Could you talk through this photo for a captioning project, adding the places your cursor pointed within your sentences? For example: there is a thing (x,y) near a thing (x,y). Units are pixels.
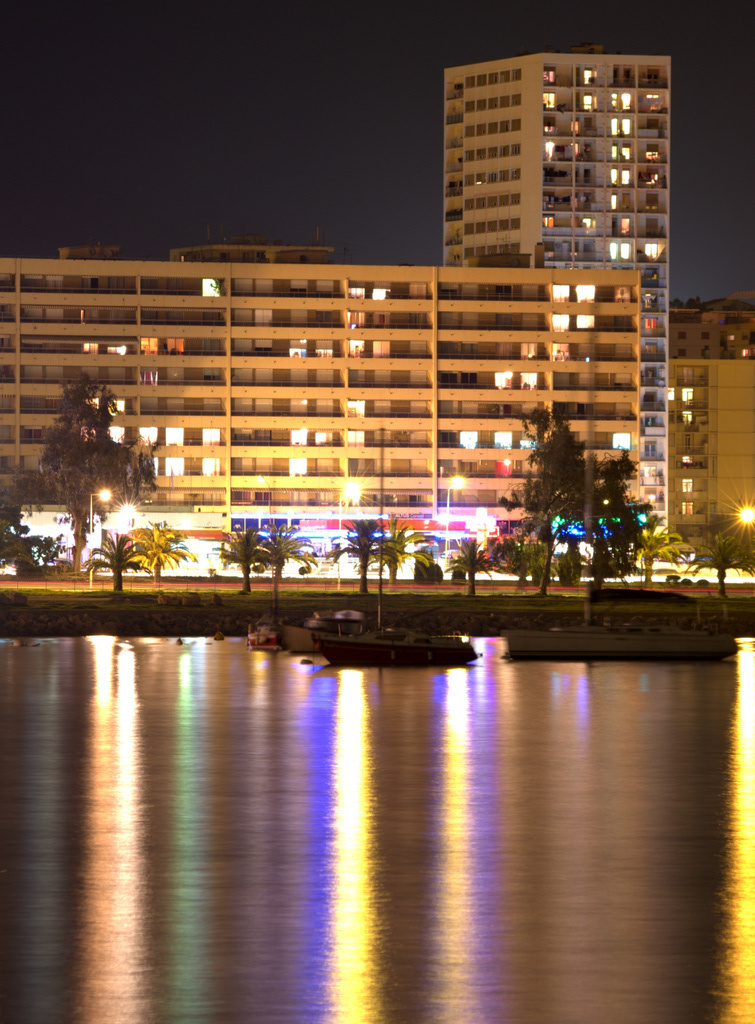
We can see water (515,689) and boats (668,639). In the background (645,586) we can see trees (166,558), grass (200,603), buildings (308,467), lights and sky (238,138).
